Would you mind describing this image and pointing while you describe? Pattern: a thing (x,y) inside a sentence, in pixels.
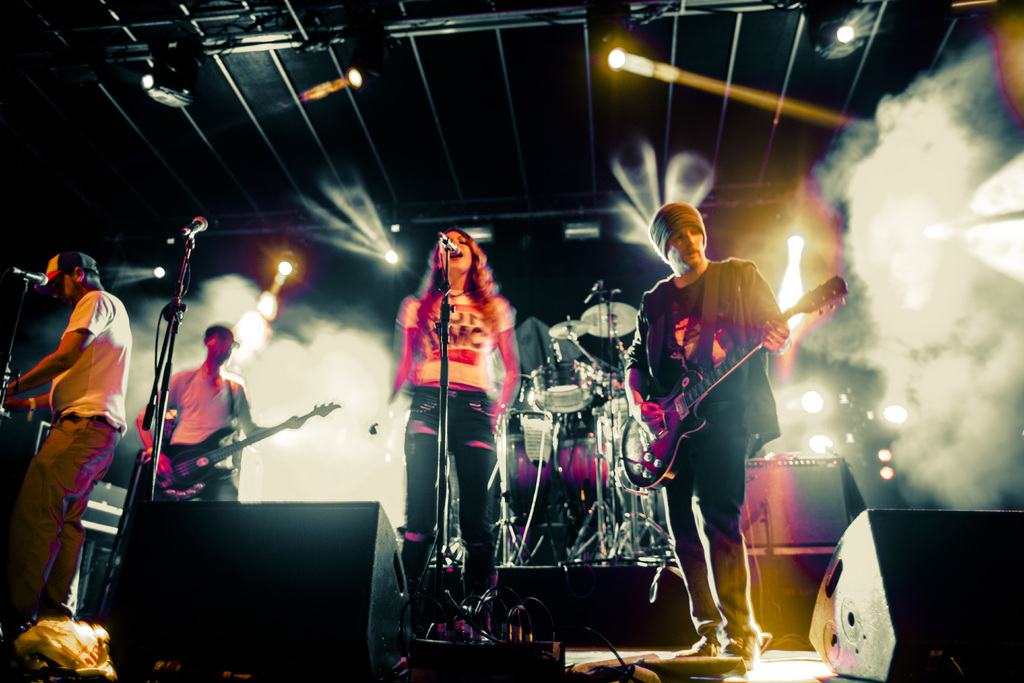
In this image I can see few people (71,283) are standing. I can also see few mics (446,277) and a woman (425,425) is standing next to it.
